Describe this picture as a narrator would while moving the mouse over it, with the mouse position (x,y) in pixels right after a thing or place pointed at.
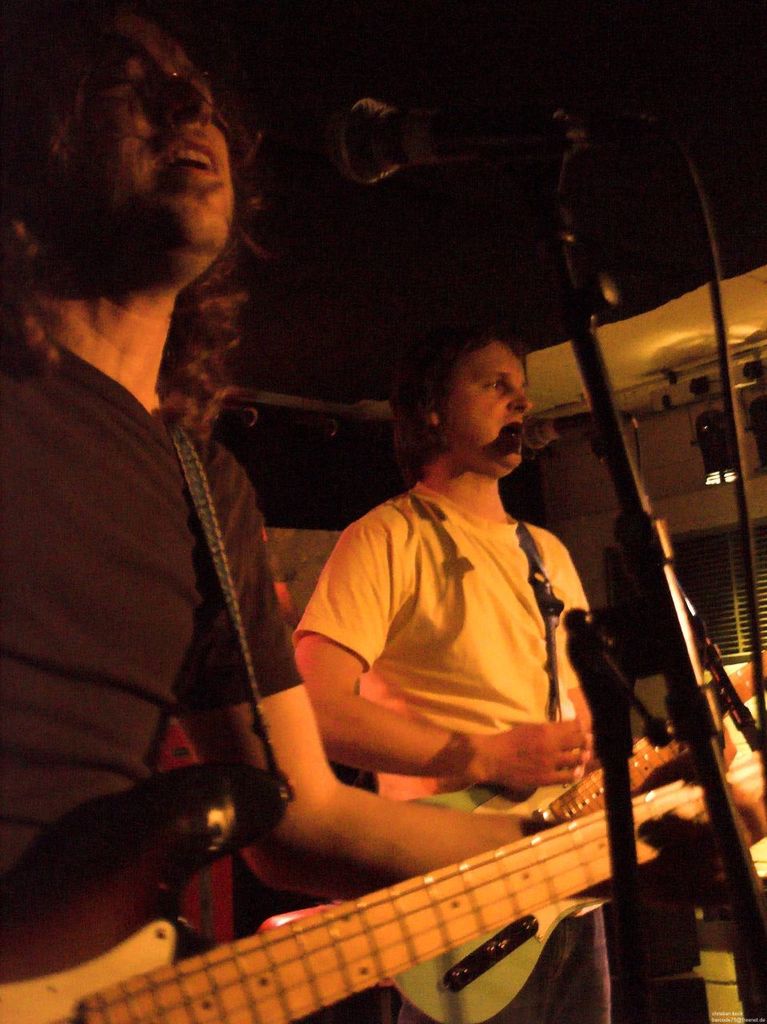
This is a music concert, a person (461,521) who is wearing white color shirt (506,539) is singing, there is a mike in front of him, he is holding a guitar (590,788) around his shoulders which is of green color and the person (77,458) who is standing beside him is wearing black color t shirt (108,559) he is also singing, he is wearing spectacles (185,107) and he is holding a black color guitar (70,934) around his shoulder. In the background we can see some lightings (698,424) and also some other instruments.
